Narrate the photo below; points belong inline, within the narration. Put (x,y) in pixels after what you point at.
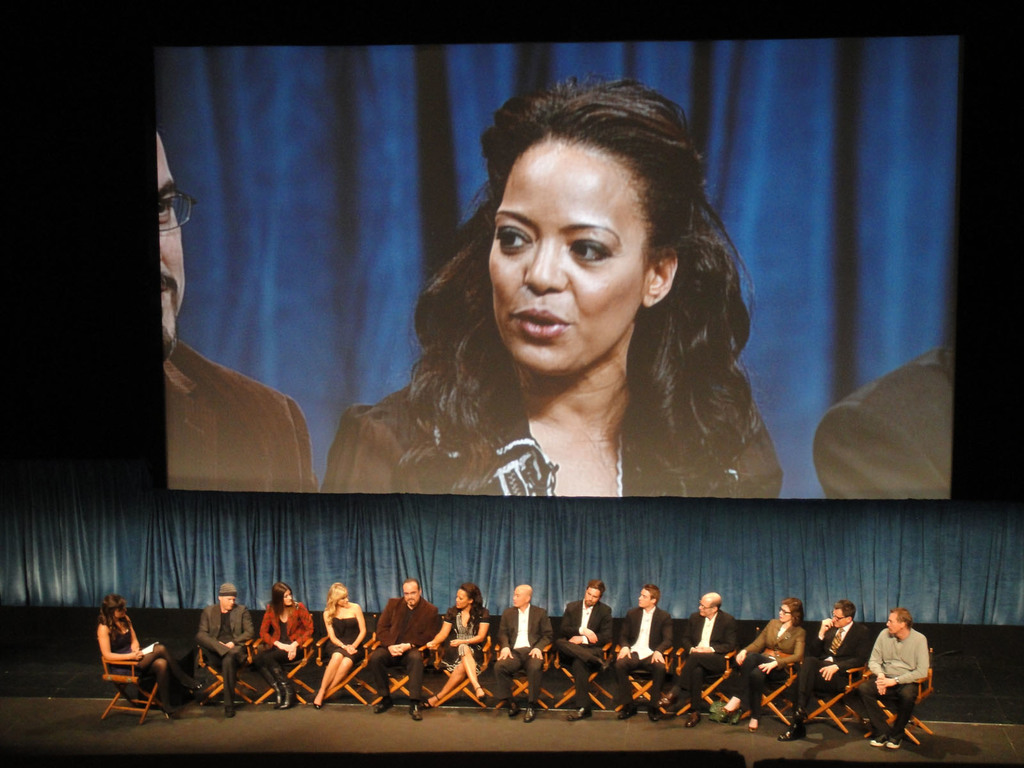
In this image few persons (792,716) are sitting on the chairs (125,662). There is a screen (430,87). Behind there is a curtain (916,525). On screen (613,332) there is a picture (527,227) of a woman (653,332) and two persons (846,438).
